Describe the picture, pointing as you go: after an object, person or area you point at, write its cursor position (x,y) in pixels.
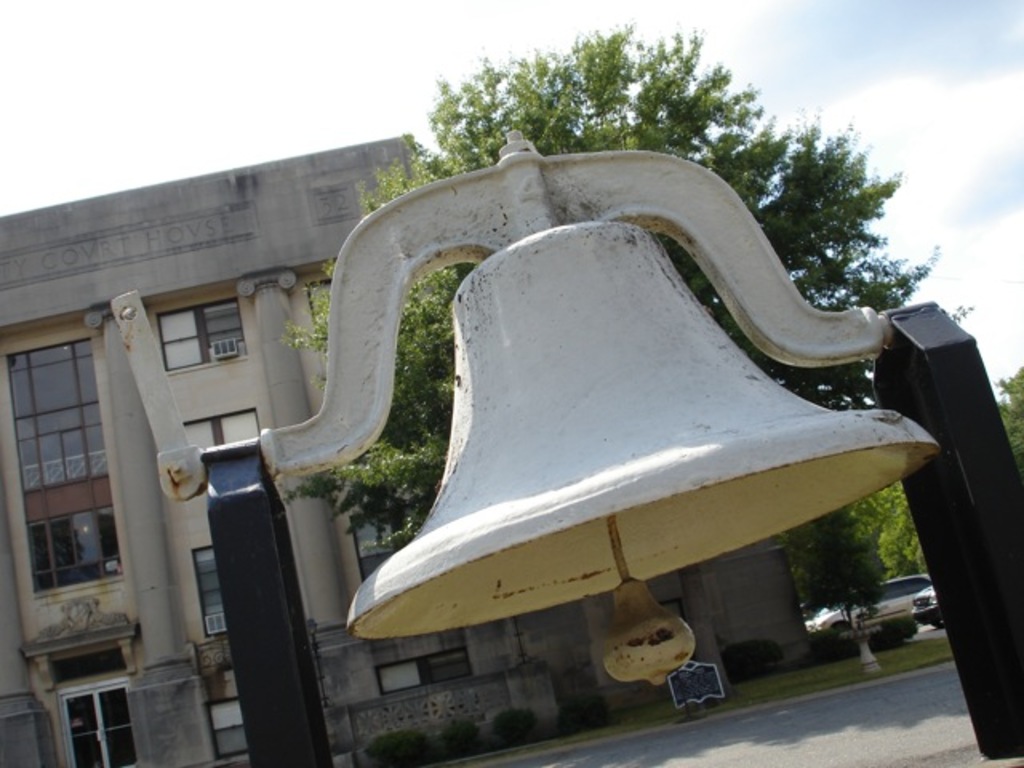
In this image there is an iron bell (609,416) in the middle (523,446). In the background (221,248) there is a building (64,277) with the windows (44,404). On the right side (716,75) there is a tree (686,106) behind the bell (685,397). There are cars (903,584) on the right side (918,600). At the top (920,242) there is sky (944,80).
